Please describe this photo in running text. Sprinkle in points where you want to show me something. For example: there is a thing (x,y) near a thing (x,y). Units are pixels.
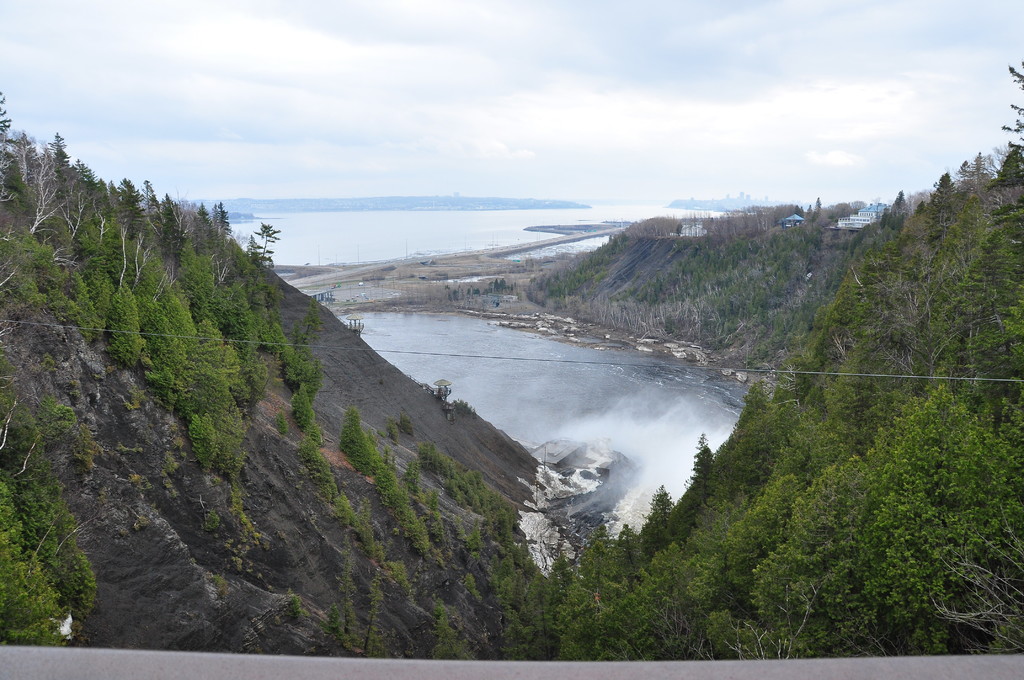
In the center of the image (419,396) we can see mountains (374,384), trees (906,237), water (572,390) are there. On the right side of the image (852,216) we can see some buildings (795,221) are there. At the top of the image (457,105) clouds (514,157) are present in the sky (152,171).
